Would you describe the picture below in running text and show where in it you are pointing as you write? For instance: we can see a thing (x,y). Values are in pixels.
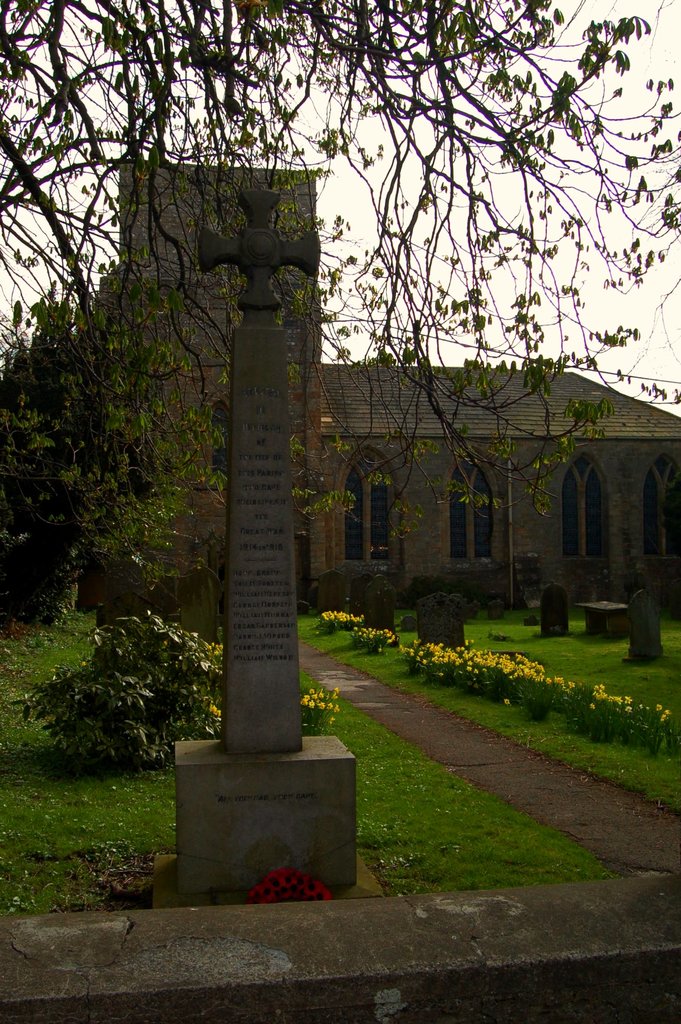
This is a memorial stone (280,507). Background (636,498) there is a building (368,504) with windows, tree (219,423), plants (214,698) and grass (550,741).
